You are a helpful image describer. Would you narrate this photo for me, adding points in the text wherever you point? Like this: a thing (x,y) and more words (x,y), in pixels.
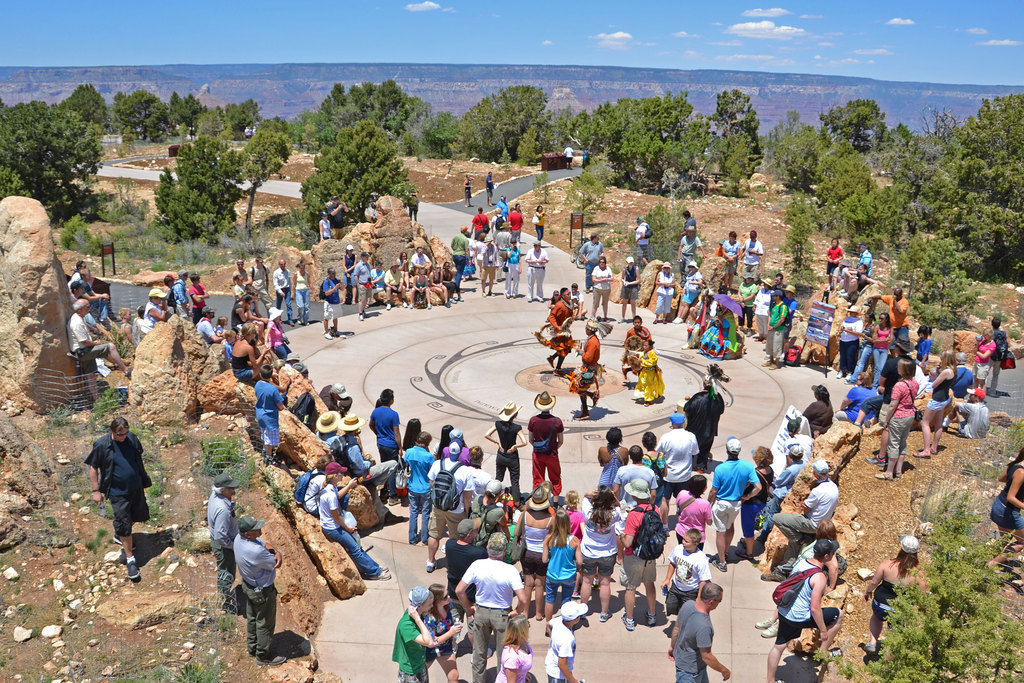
In this picture there are four members (599,327) dancing on the floor (471,382) here. There are some people (620,521) watching them. Some of them were sitting and some of them were standing. There were men (494,559) and women (537,542) in this group (497,244). We can observe stones (149,351) in this picture. In the background (223,103) there are trees (514,148), hills (415,75) and a sky (383,28) with clouds (632,40).
